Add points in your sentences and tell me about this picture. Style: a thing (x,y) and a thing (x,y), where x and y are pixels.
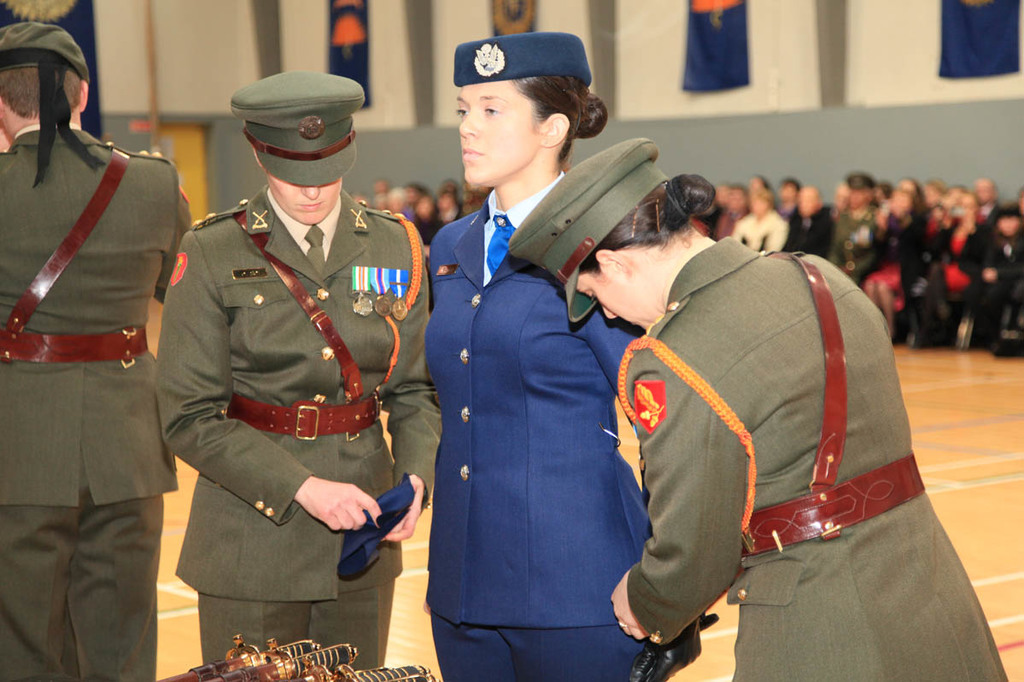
In this image we can see people (537,419) standing. They are wearing uniforms (534,349). In the background (918,294) there is crowd (1001,276) sitting. We can see a wall (401,106) and there are boards (720,84) placed on the wall (865,101).
